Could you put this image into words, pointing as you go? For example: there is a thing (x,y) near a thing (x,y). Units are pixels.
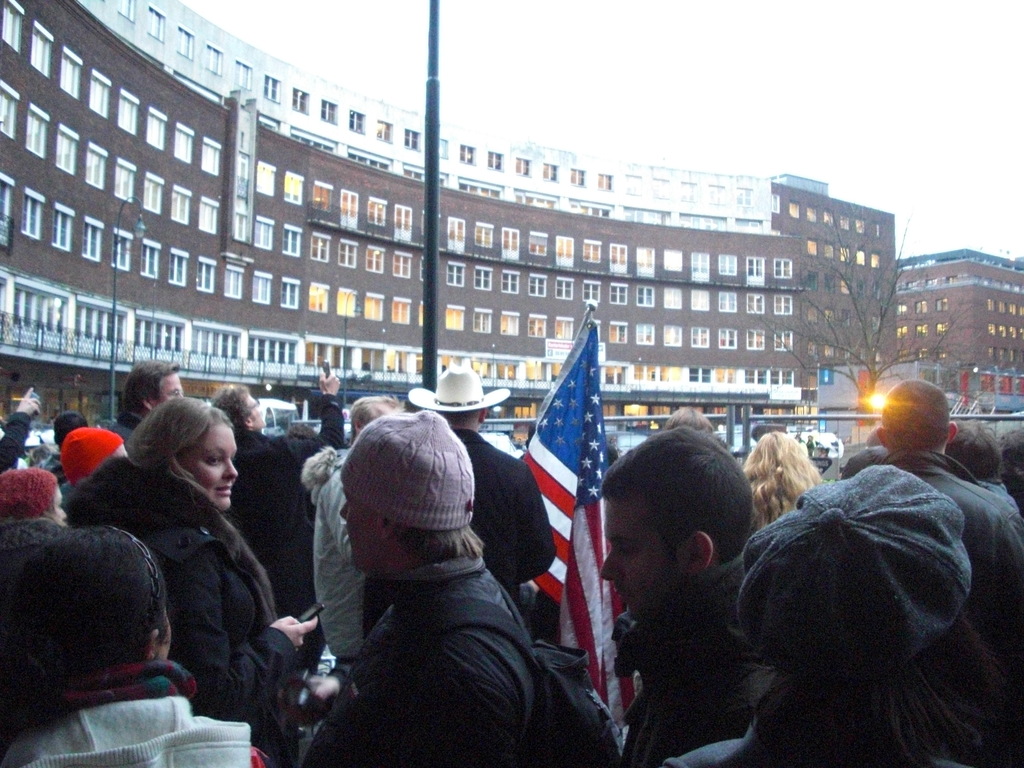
In this image there are many people (357,609) standing. Beside them there is a railing (637,416). There is a person (517,526) holding a flag (563,480) in his hand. In the background (193,227) there are buildings (761,193) and a tree (848,326). There is a pole (429,243) in the image. At the top (733,53) there is the sky (843,57).
